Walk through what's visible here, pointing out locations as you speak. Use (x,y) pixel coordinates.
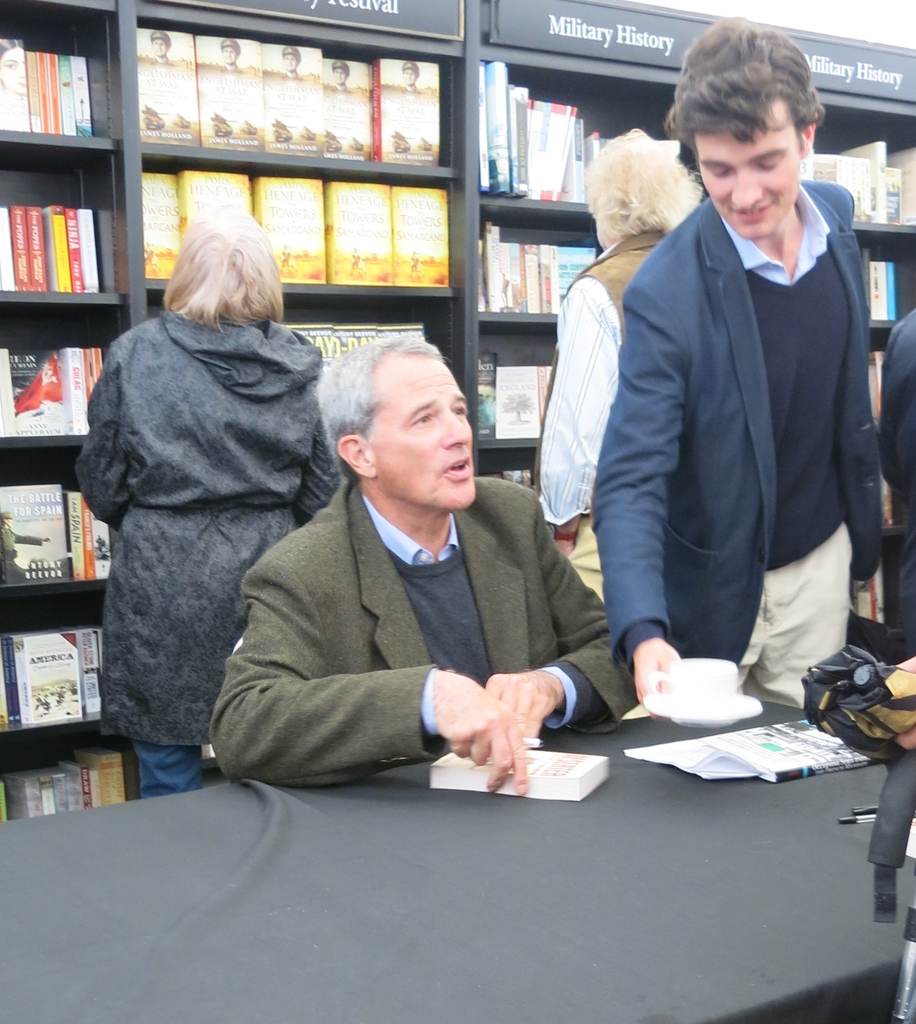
In this picture there is an old man (520,582) who is sitting near to the table (548,886). On the table (547,869) we can see the book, pens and papers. Beside him we can see another man (681,499) who is holding a cup (687,669) and saucer (710,718). At the back (258,412) there are two persons (298,364) were standing near to the shelves (431,316). In every wooden rack (455,347) we can see many books (211,188). On the right (815,702) we can see an umbrella (815,715).
